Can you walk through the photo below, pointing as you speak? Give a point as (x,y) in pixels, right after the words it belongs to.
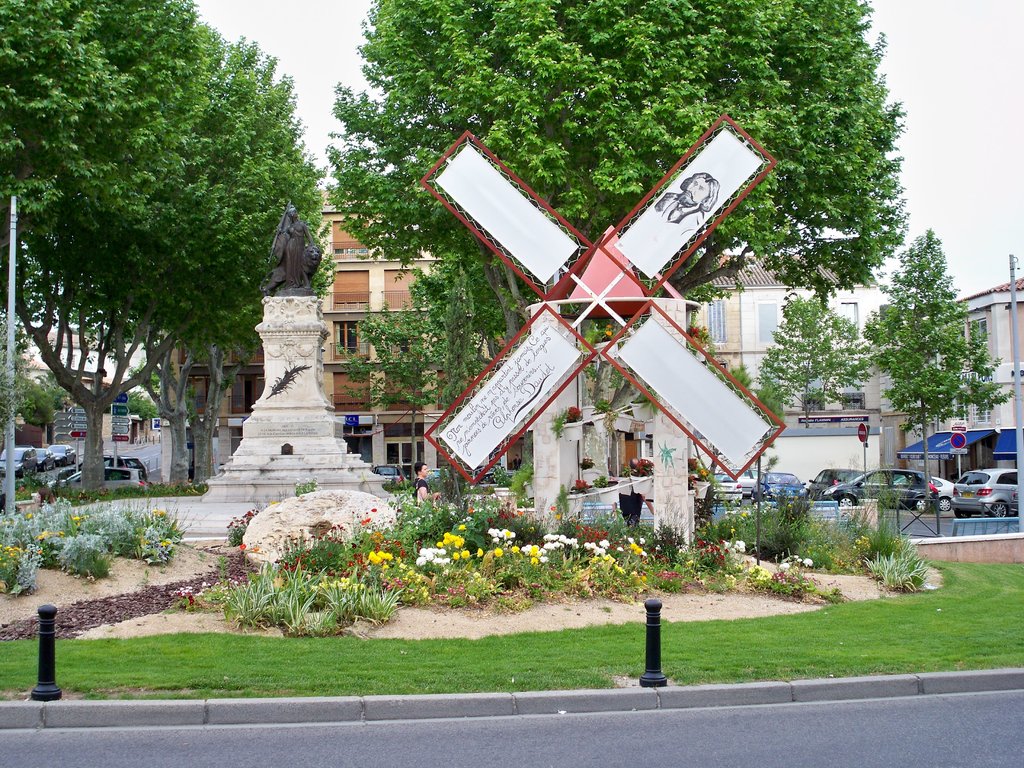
Bottom of the image (491,573) there is grass (532,657) and there are some plants (52,517) and flowers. In the middle of the image (467,437) there are some statues (709,437). Behind the statues (595,437) there are some trees (59,381) and vehicles (985,487) and sign boards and poles (1023,513). Behind the trees (21,280) there are some buildings (1023,283).
